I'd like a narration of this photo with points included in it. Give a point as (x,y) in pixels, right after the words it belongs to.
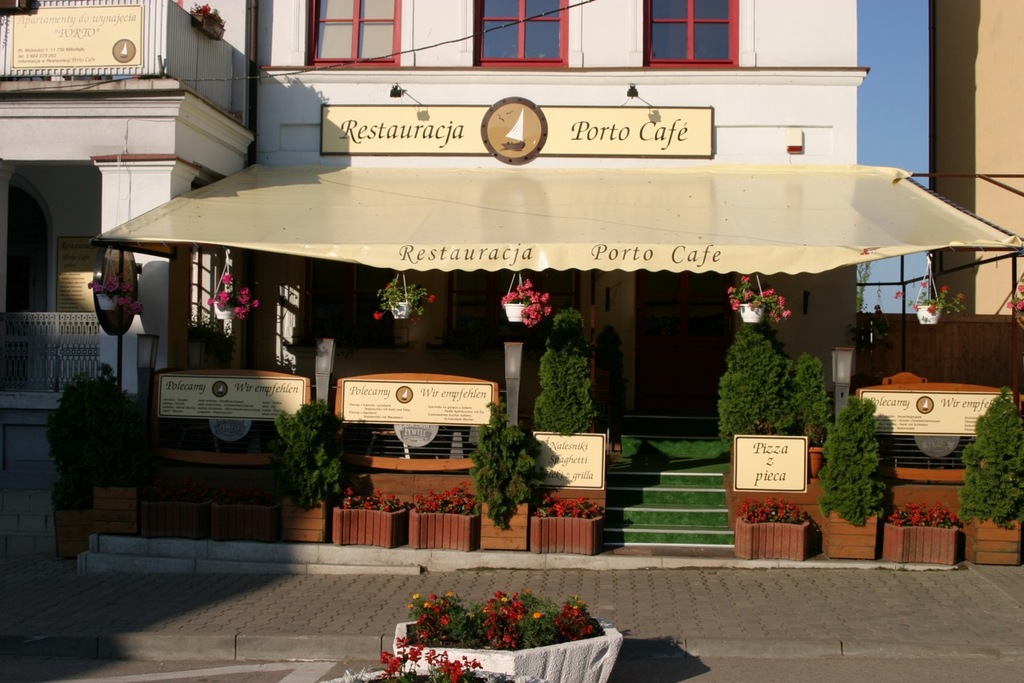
In the picture I can see buildings (584,283). Here I can see flower pots (518,312), plants (507,507), steps (607,499), boards (428,393) and something written on the building (438,312). Here I can see the sky (908,96) in the background (895,159).
